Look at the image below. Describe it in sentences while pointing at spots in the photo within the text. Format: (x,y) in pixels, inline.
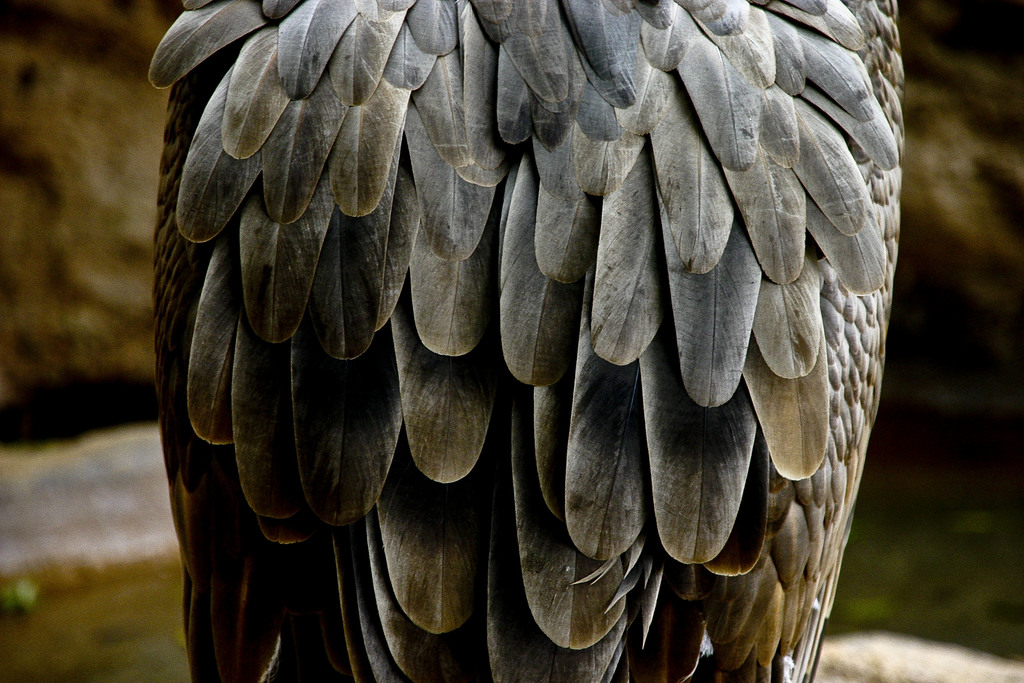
In this image, we can see a bird (310,237) on blurred background.
